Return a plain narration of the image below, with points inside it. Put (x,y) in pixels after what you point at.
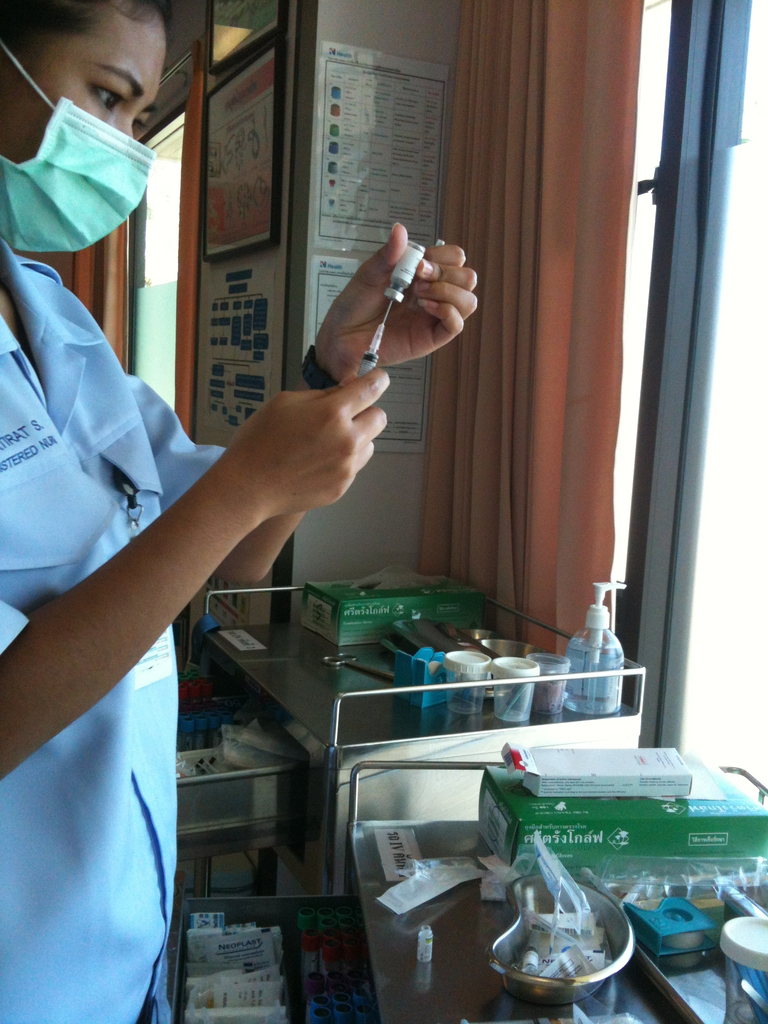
In this image on the left side (189,561) there is one person (159,471) standing, and she is wearing a mask (99,214) and she is holding an injection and in front of her there are tables (407,735). On the tables (407,735) are some boxes (580,749), bottles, cups (470,675) and objects (698,934). In the background (465,542) there are some boards (425,205), curtain (461,193) and wall (293,259).
